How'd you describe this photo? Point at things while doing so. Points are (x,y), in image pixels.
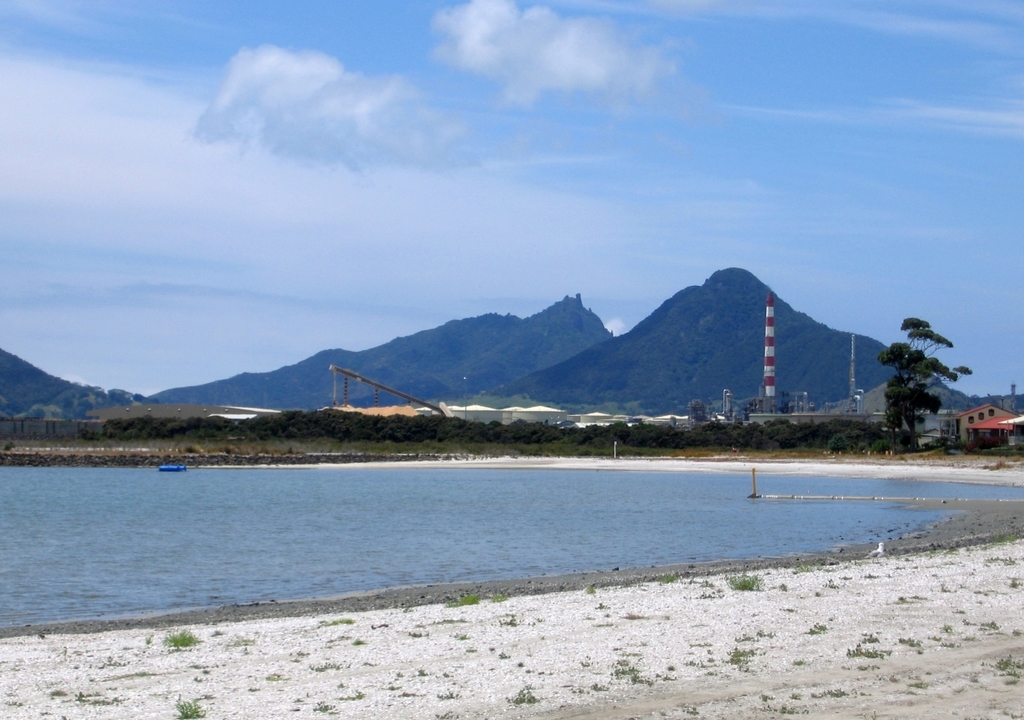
At the bottom of the picture (664,656), we see the small stones (778,663) and sand (762,662). Beside that, we see water (229,528) and this water (354,534) might be in the lake (503,504). In the middle (361,424), we see the trees (251,422). On the right side (943,428), we see the buildings (938,416) and trees (927,399). There are poles (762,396) and towers (766,377) in the background (772,408). There are trees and hills (570,343) in the background (649,351). At the top (744,146), we see the sky (742,126) and the clouds (349,101).
